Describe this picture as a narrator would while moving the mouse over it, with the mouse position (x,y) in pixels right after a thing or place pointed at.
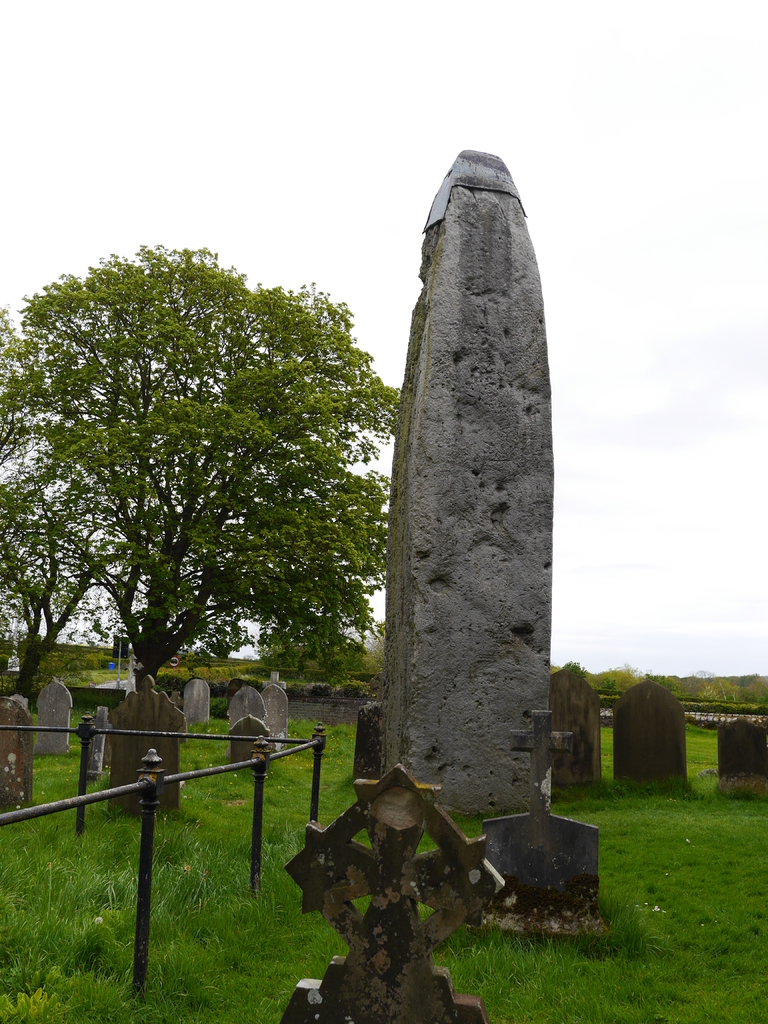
Here, we can see some grave (25,740) and there is green grass (194,882) on the ground (655,920), there is a pillar (459,371) and we can see some small poles (148,792), at the top (480,61) there is a sky (753,125).
